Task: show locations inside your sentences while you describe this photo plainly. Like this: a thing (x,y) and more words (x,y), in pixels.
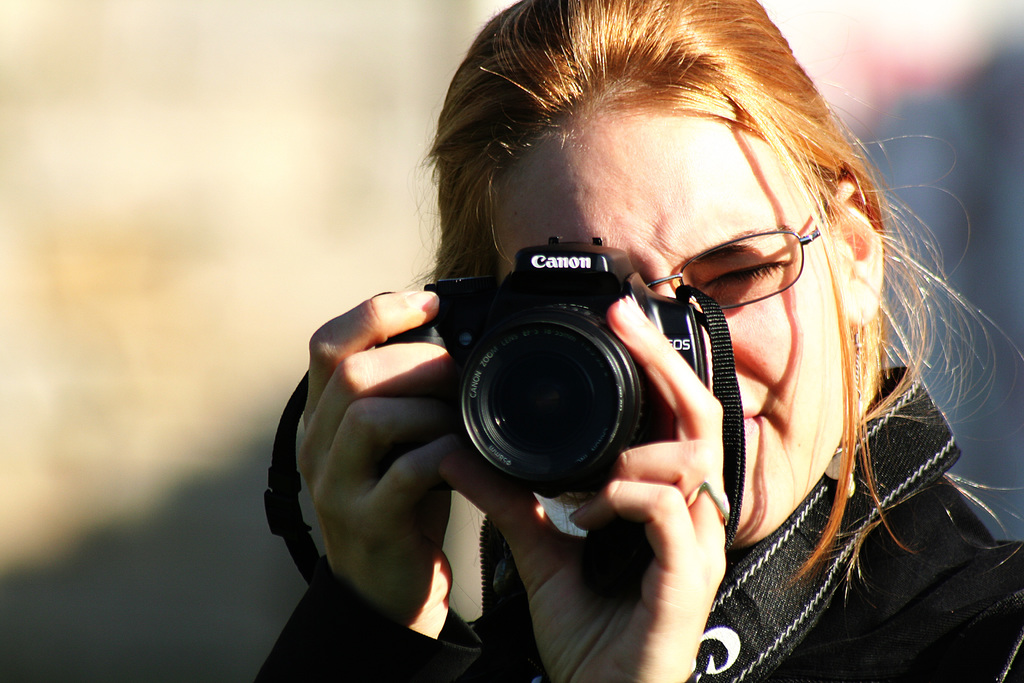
In this image I can see a person (748,283) wearing specs (761,233) and holding the camera (641,368).
